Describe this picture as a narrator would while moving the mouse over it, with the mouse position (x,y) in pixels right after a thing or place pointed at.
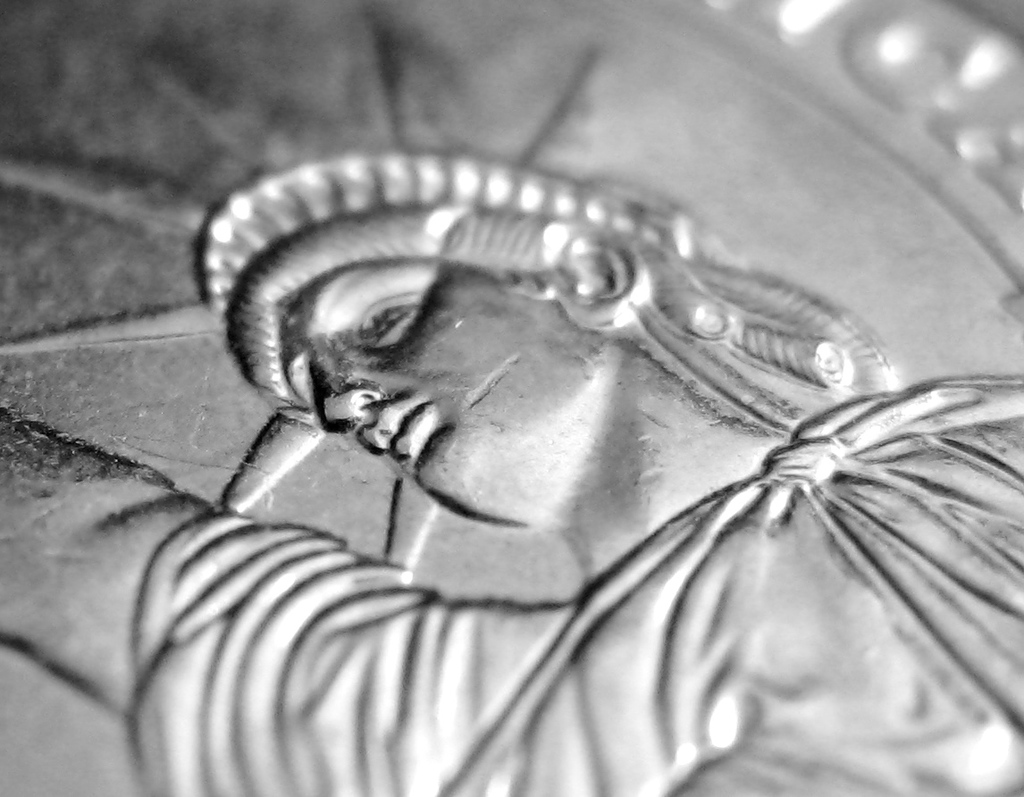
In this image we can see a statue of liberty (285,596) on a metal object (257,157).
